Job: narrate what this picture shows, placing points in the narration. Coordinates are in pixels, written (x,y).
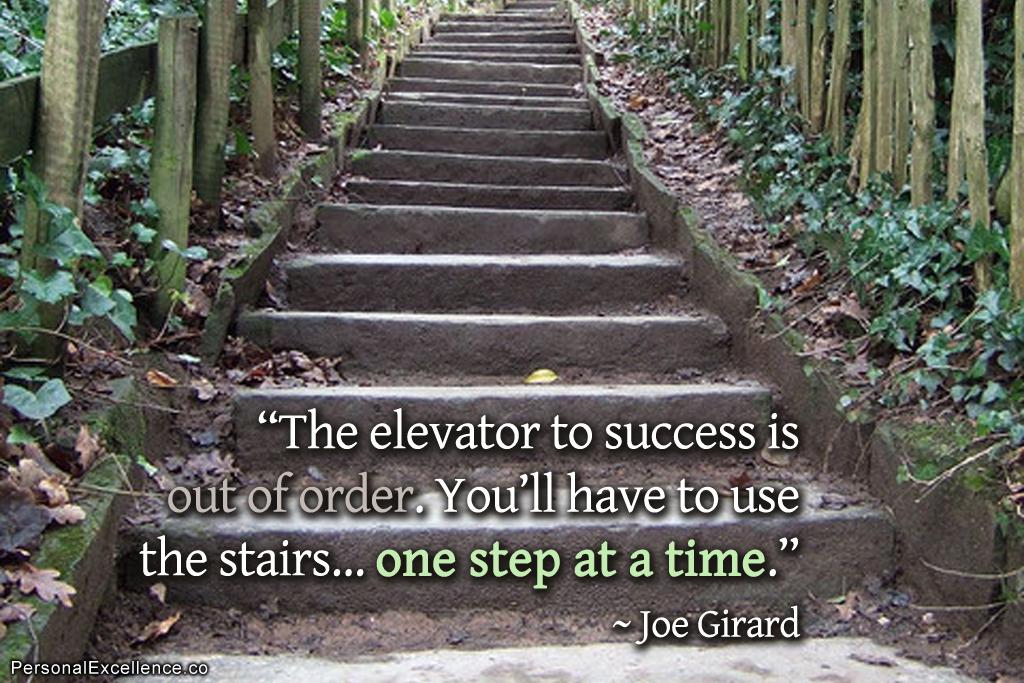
There are steps (533,80). On both sides of the steps (447,105), there is a wooden fencing (901,93), there are plants (145,4) and dry leaves (633,73). In front of them, there is a quotation (578,441) and watermark (14,669).
